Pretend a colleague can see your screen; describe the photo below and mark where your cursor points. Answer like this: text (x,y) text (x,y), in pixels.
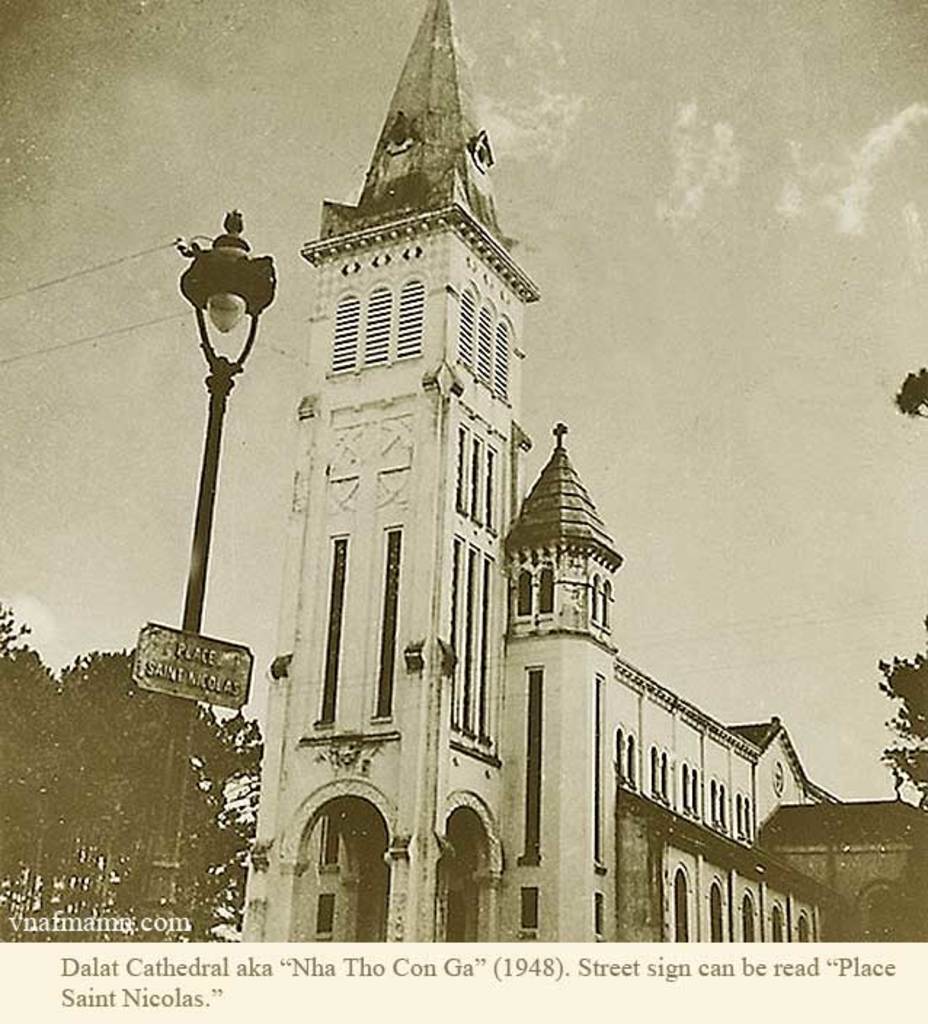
This is a black and white picture. In this picture, we see a building (501,775) in white color. On the right side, we see the trees (897,778). In front of the picture, we see a light pole (215,381) and a board (214,649) with some text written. On the left side (151,778), we see the trees (108,801). In the background (211,155), we see the sky (796,544). This picture might be a poster.
